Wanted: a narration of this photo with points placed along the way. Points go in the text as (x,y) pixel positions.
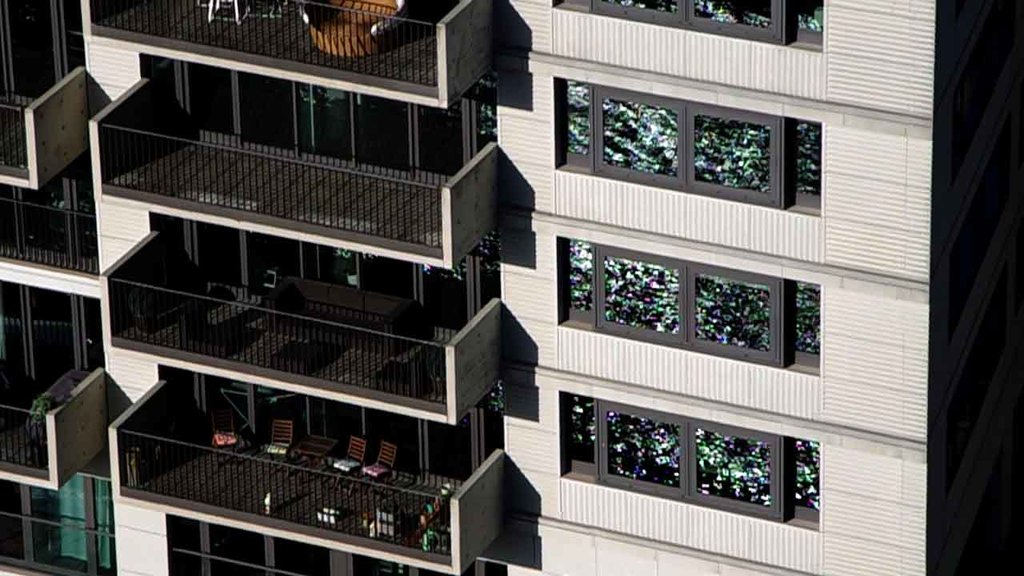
In this image we can see a building (226,234) with glass windows (784,490) and doors (417,455) and we can see chairs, sofas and some other objects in the balcony (427,561) and we can see the balcony railings (411,348).
